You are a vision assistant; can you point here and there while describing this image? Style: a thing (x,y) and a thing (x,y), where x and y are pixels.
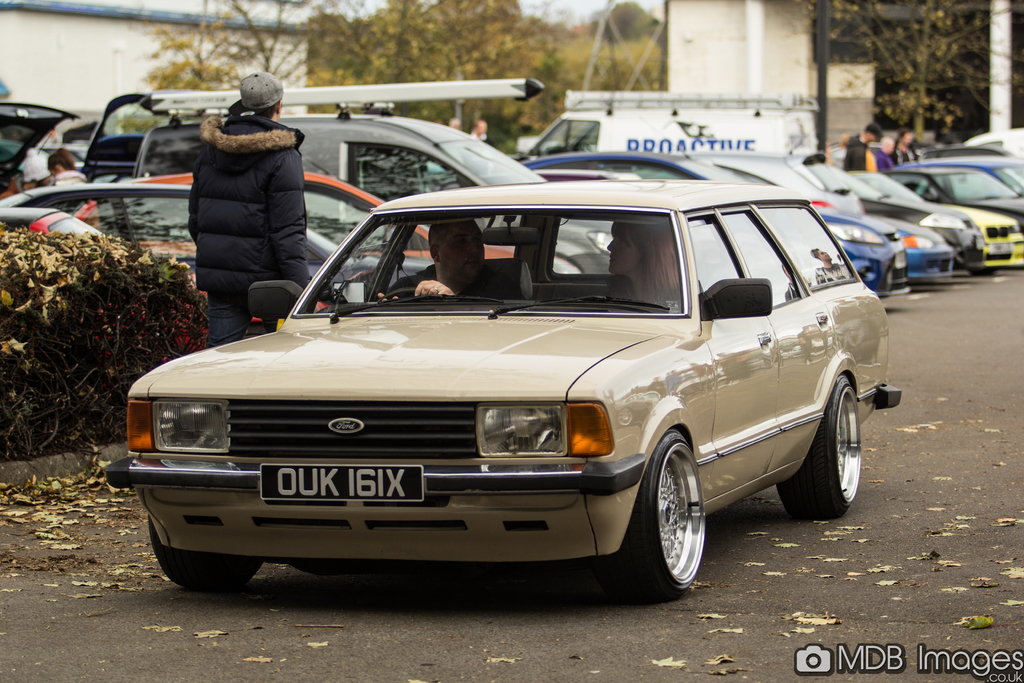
This person (225,154) is standing and wore a jacket (222,198). These are vehicles (552,237). Inside this vehicle (577,240) 2 persons (660,266) are sitting. These are plants (122,300). Far there are trees (451,51) and building (136,44).
